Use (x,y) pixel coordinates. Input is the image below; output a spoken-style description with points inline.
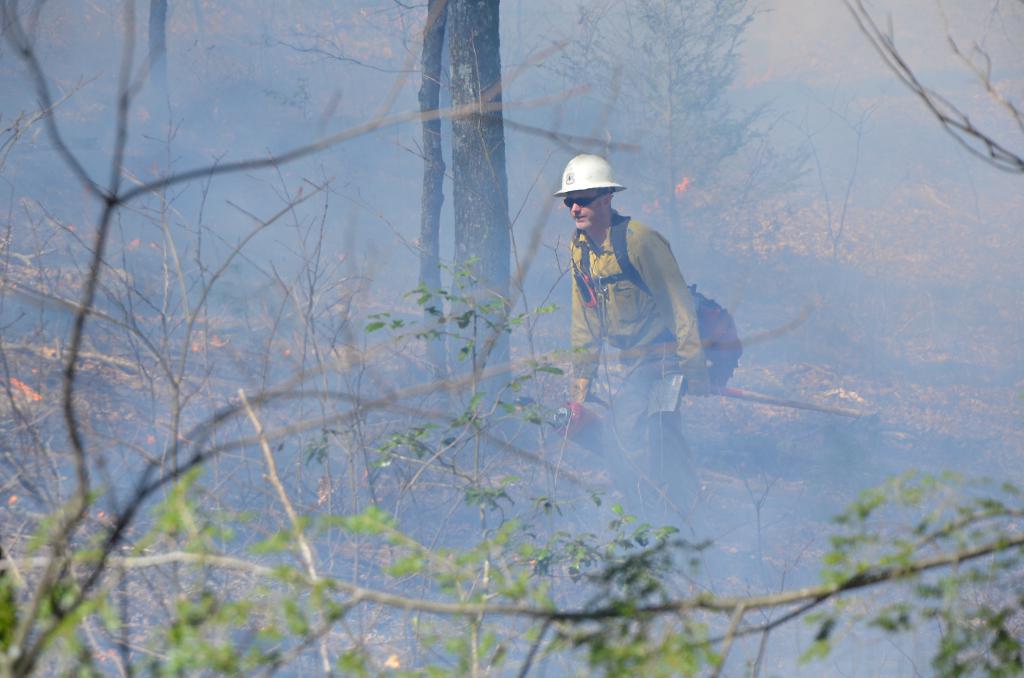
In this image we can see a person (639,364), bag (692,364), trees (456,105), fire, smoke (746,314) and other objects (656,406).
